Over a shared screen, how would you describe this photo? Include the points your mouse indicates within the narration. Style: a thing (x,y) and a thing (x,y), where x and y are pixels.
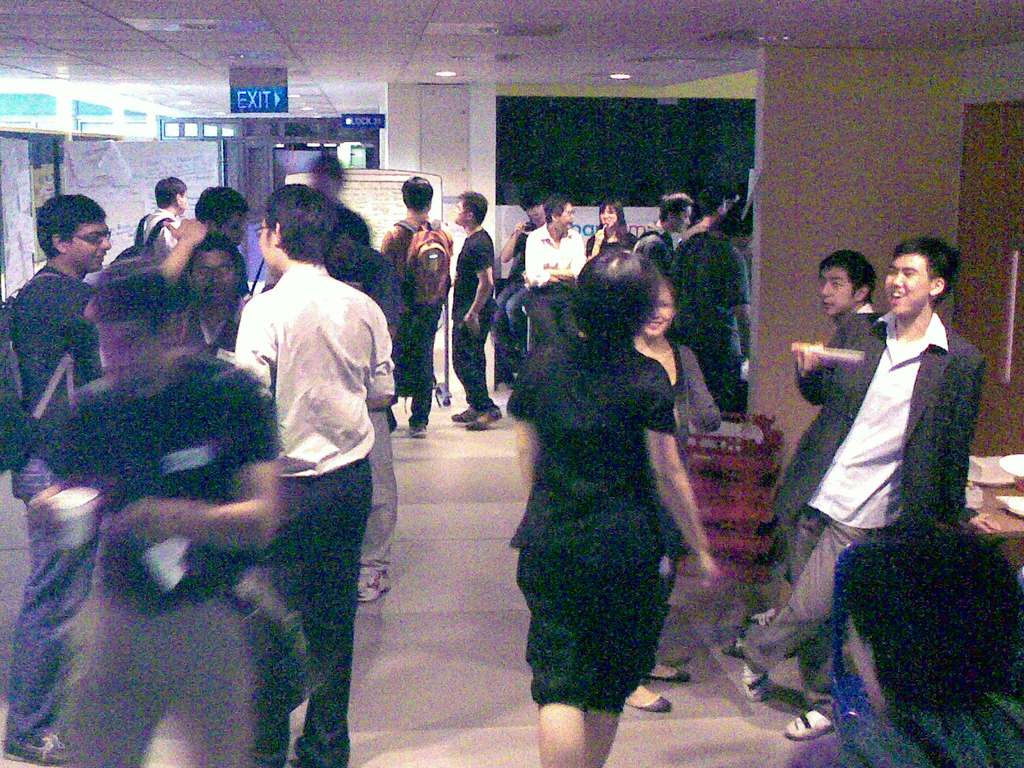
In this picture I can see number of people (641,264) who are standing on the floor (457,500) and I can see the walls (405,142). On the top of this picture (161,2) I can see the ceiling (244,36), on which there is a board (240,81) and I see a word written on it. I can also see the lights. I see that this picture is a bit blurry.
